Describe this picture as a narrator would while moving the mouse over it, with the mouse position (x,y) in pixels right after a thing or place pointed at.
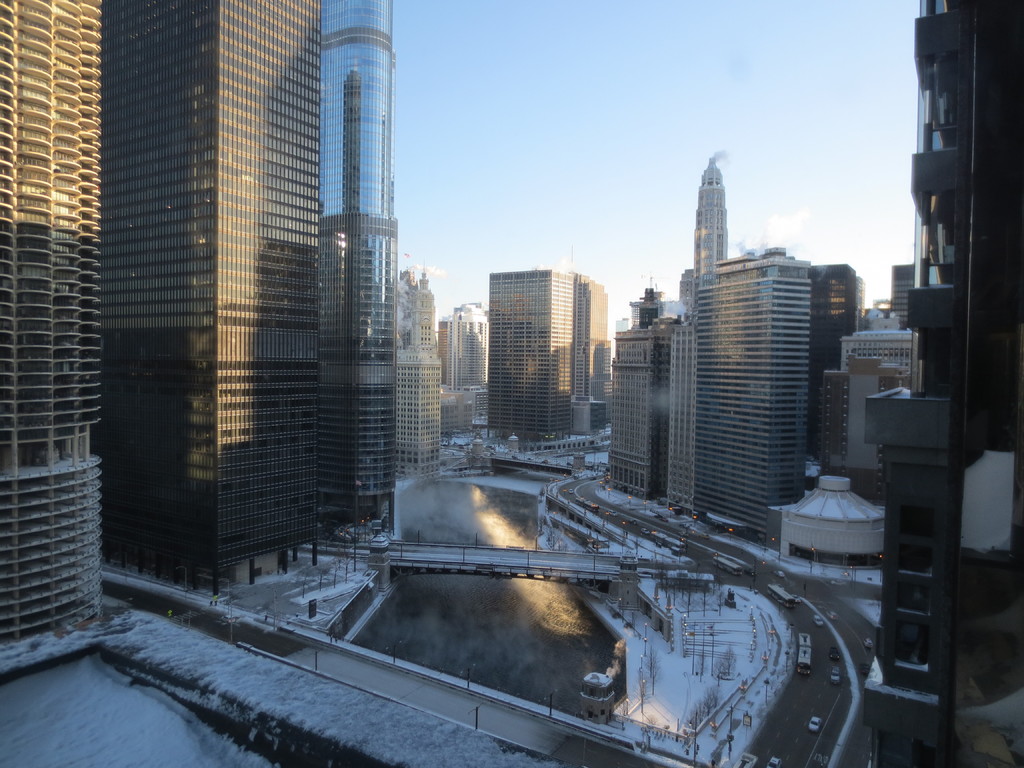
In this image there are buildings (923,688). At the bottom (486,671) there is a canal (505,607) and a bridge (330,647). We can see snow (702,675). In the background (487,161) there is sky (655,84). On the right (830,688) there is a road (767,580) and we can see vehicles (815,619) on the road (836,744).
